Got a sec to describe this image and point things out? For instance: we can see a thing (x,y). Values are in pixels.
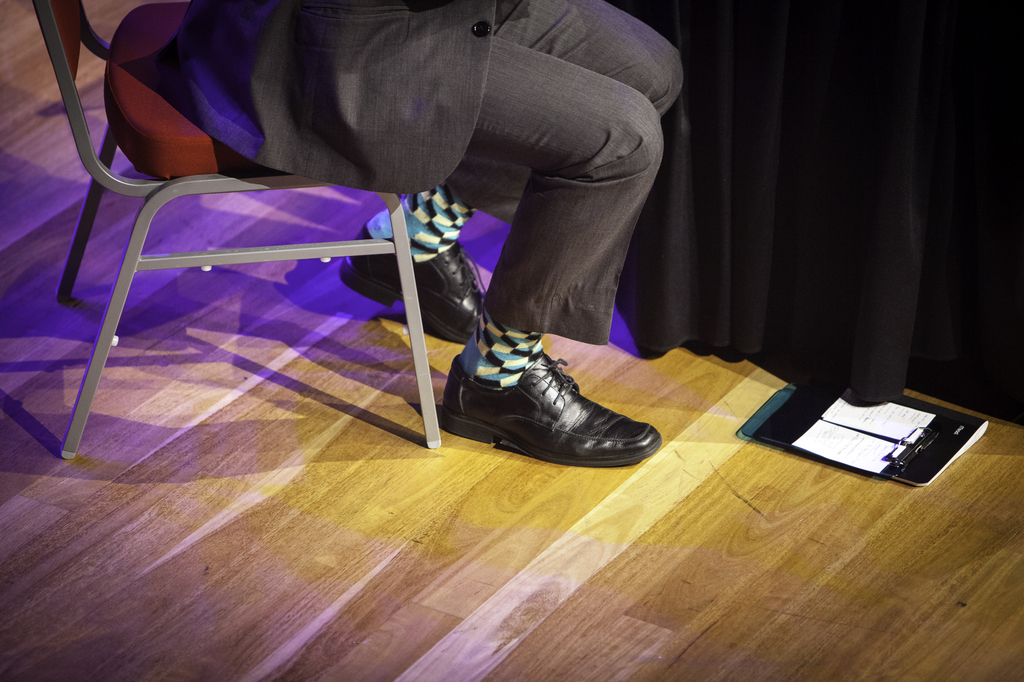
In this image, we can see a person (267,120) sitting on the chair (243,167) and in the background (745,116), we can see a curtain (830,185). At the bottom (866,455), there is a book (915,438) on the floor (288,483).
